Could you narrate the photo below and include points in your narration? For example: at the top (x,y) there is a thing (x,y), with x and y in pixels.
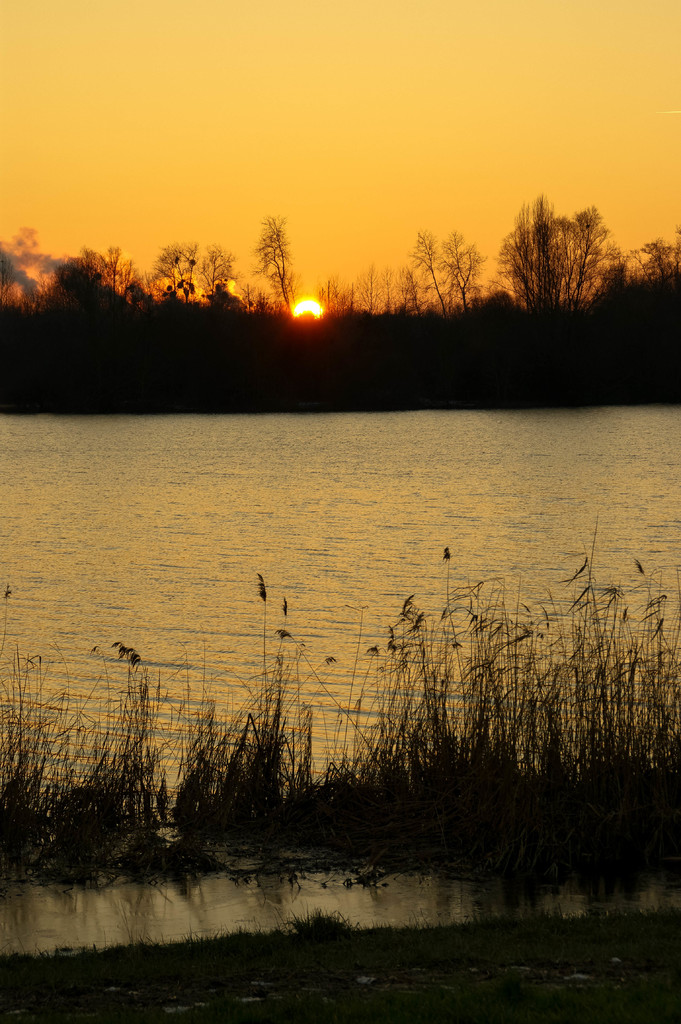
In this image I can see the water (432,568) in the middle (411,507), in the background (413,288) there are trees (493,370). At the top (389,117) there is the sky (385,156).
